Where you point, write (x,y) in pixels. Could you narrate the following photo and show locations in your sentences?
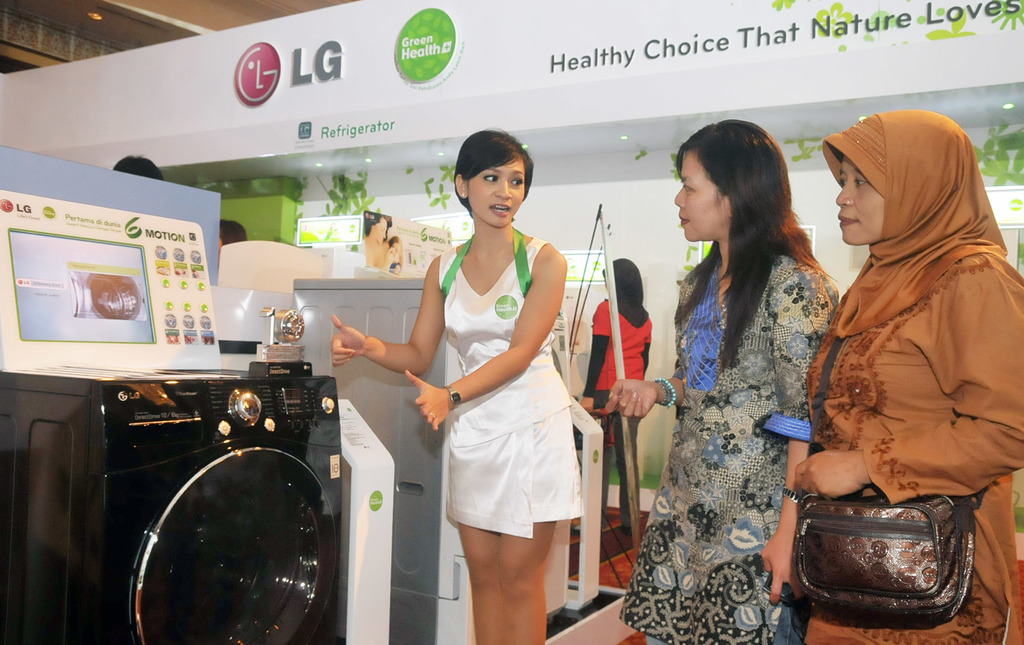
There is a group of women (568,461) standing on the right side of this image (755,434). We can see a washing machine (242,444) and other objects (138,294) are present on the left side of this image (171,340). We can see logos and text (617,54) present at the top of this image (444,39).
